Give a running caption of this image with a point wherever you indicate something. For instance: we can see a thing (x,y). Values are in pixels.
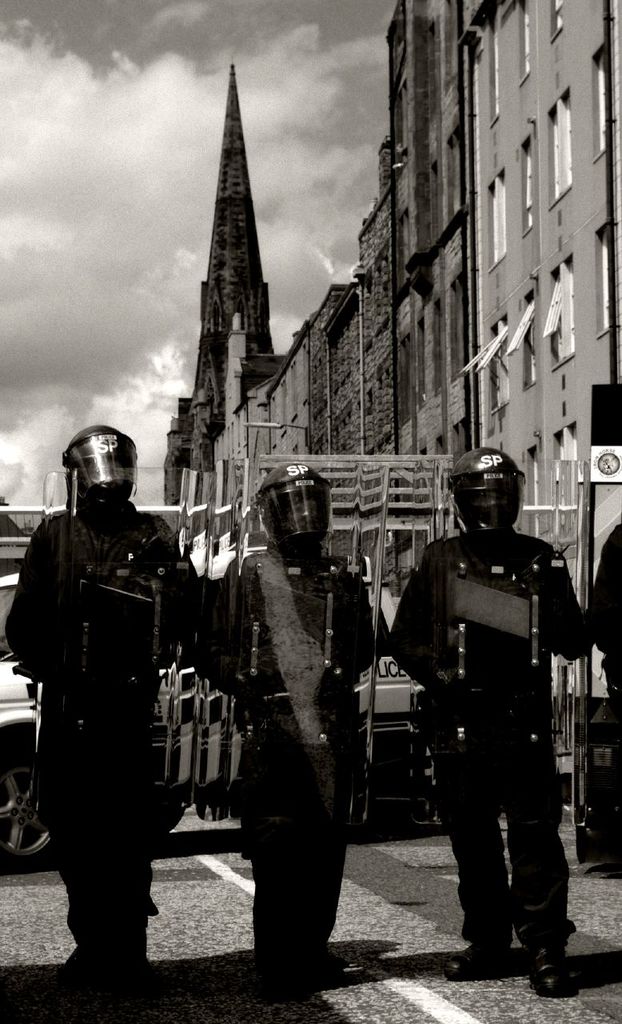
This picture describes about group of people (120,461), they wore helmets (132,454), behind them we can see a vehicle (400,529) on the road (396,849), and also we can see few buildings (235,260) and clouds (135,253).
